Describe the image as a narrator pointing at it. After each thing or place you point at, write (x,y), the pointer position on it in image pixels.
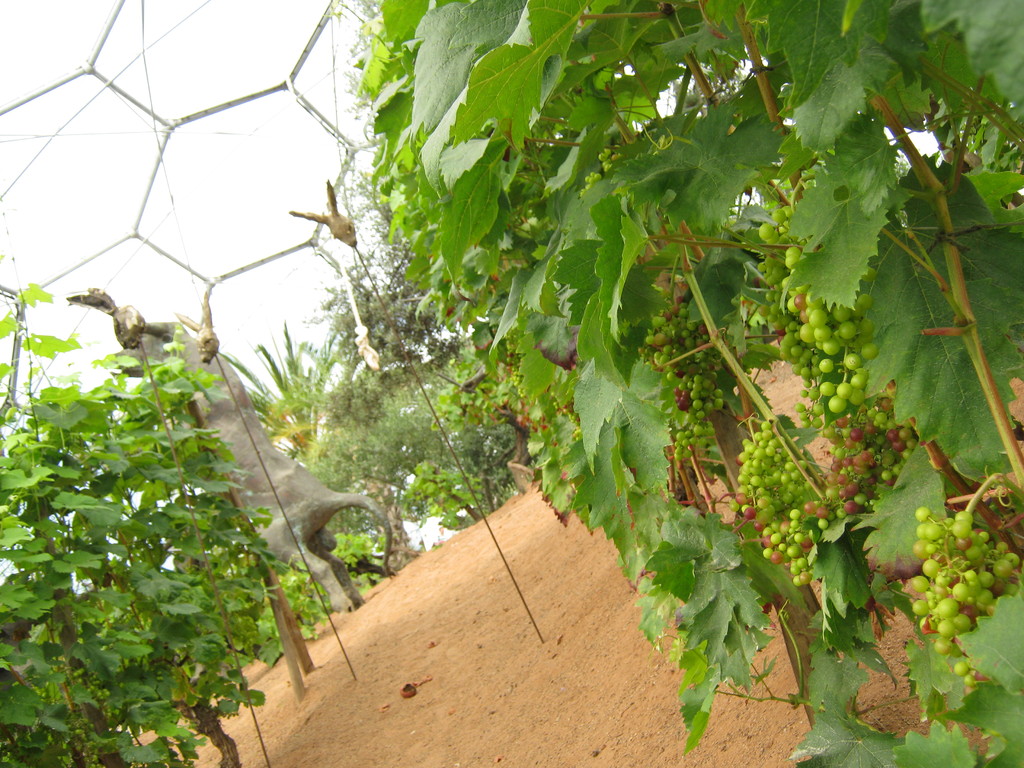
In this picture i can see a statue (330,511). I can also see trees (272,395) and other objects (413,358) on the ground (525,679). In the background (251,166) i can see sky (251,166) and something.
